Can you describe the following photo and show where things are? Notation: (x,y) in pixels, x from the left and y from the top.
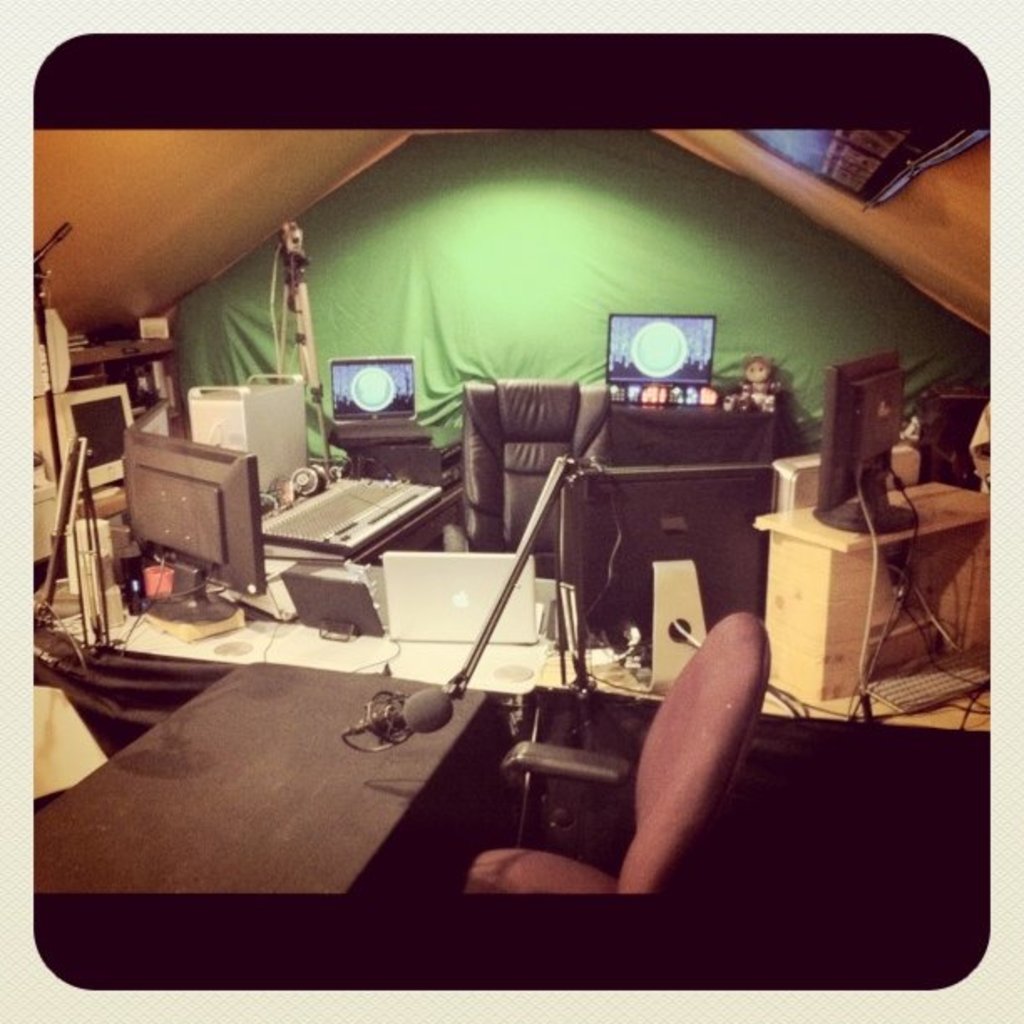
In this picture we can observe a red color chair (759,691) in front of a black color table (290,775). There is a mic (431,707) and a stand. We can observe computer (203,545) and a laptop (433,604) on the table (295,660). There is a window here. We can observe black color chair (511,471) and computers (654,344) in this picture.
